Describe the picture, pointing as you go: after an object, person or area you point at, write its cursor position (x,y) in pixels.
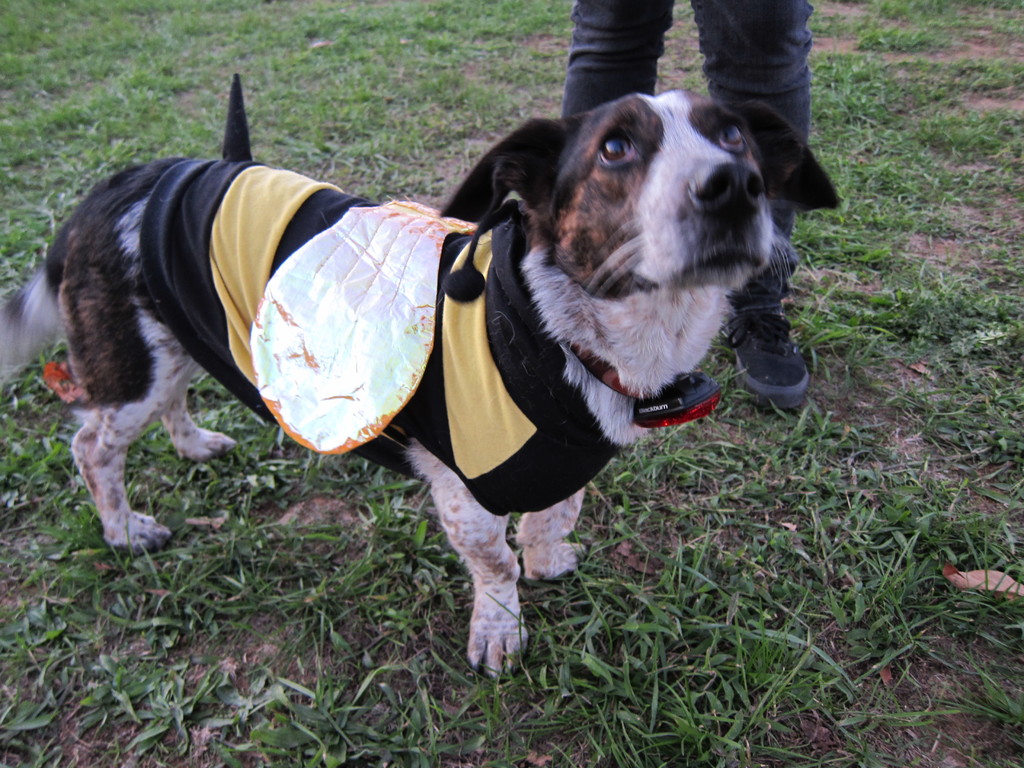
Here there is a dog (364,327) standing on the ground (261,522) and behind it we can see a person (632,77) standing and we can see only legs (640,34).
